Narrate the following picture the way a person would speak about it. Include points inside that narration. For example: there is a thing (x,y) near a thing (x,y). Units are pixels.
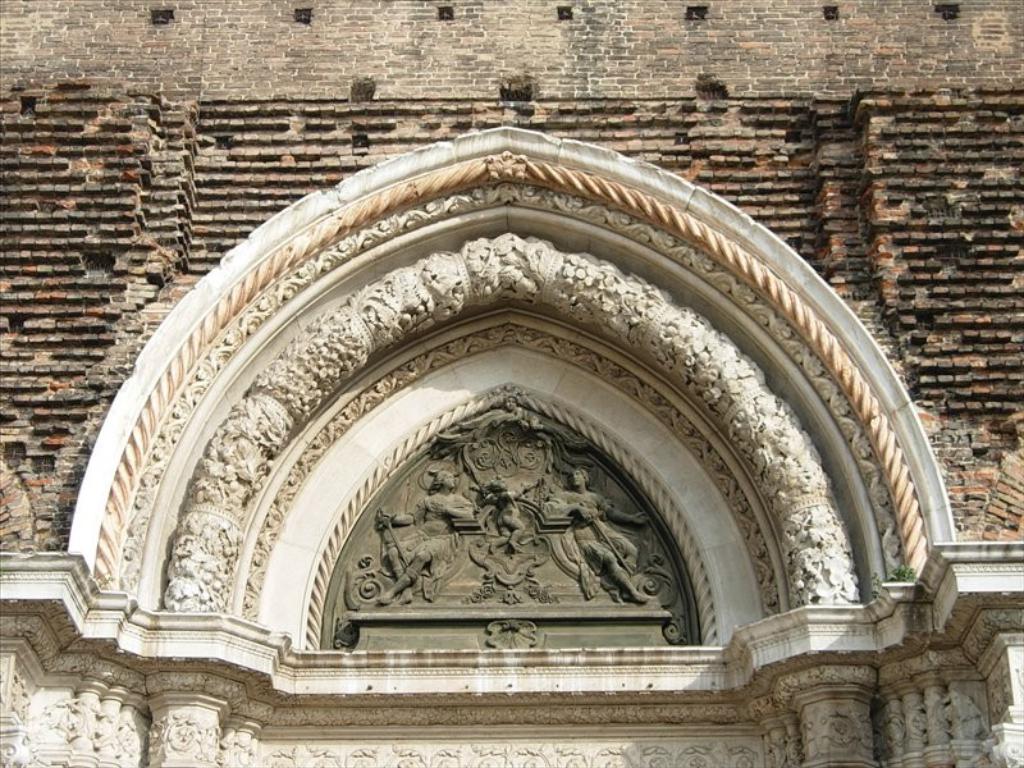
In this image I can see a part of a building (177,533). Here I can see the carvings (472,276) on the wall (441,612).
